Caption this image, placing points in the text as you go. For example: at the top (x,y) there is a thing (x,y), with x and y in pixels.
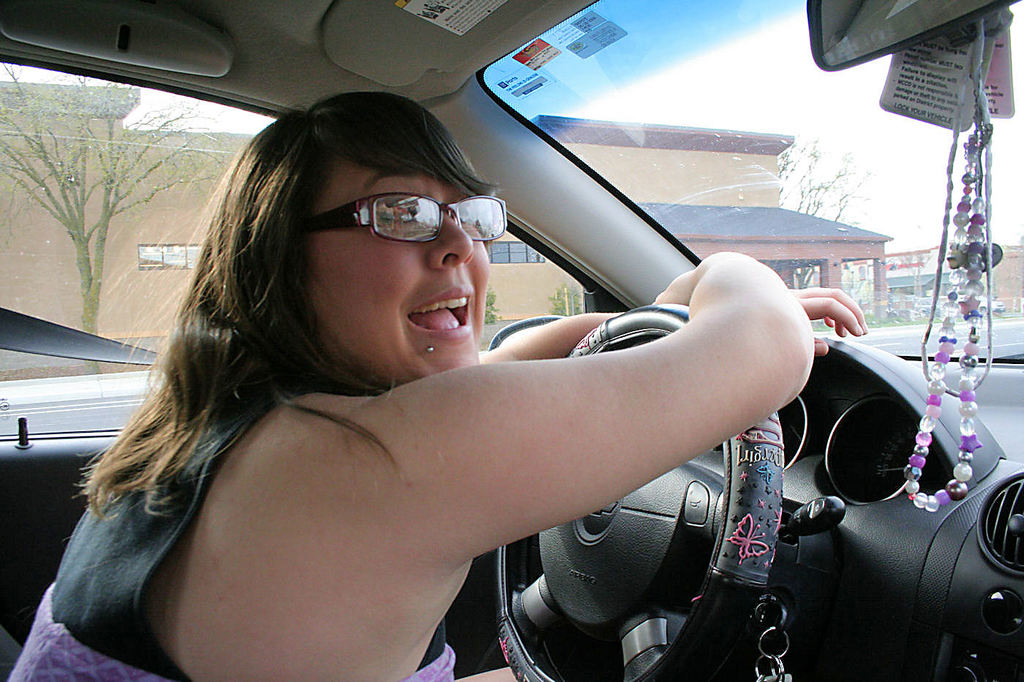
A lady (69,602) with black and violet color dress (78,588) is sitting inside the car (692,490) and she kept her hands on steering (772,420). And on the top (990,98) to the mirror (932,13) there are chains (974,76) and labels (949,79). In the front (732,174) there is glass (827,152) and we can see a building (799,211). And to the left (103,210) there is a tree (121,205). There is a keys (775,627) down side the steering (622,621).
